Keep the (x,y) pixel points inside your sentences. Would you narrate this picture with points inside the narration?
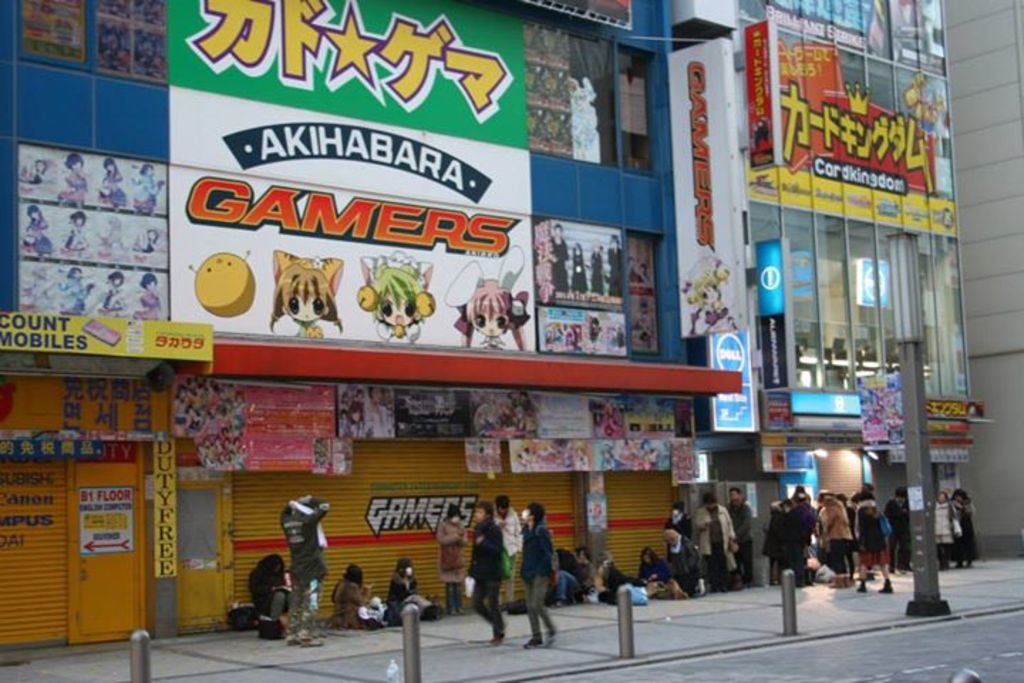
This image is clicked outside. There are stores (518,236) in the middle (573,354). There are some persons (828,536) walking at the bottom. There are some persons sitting at the bottom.
